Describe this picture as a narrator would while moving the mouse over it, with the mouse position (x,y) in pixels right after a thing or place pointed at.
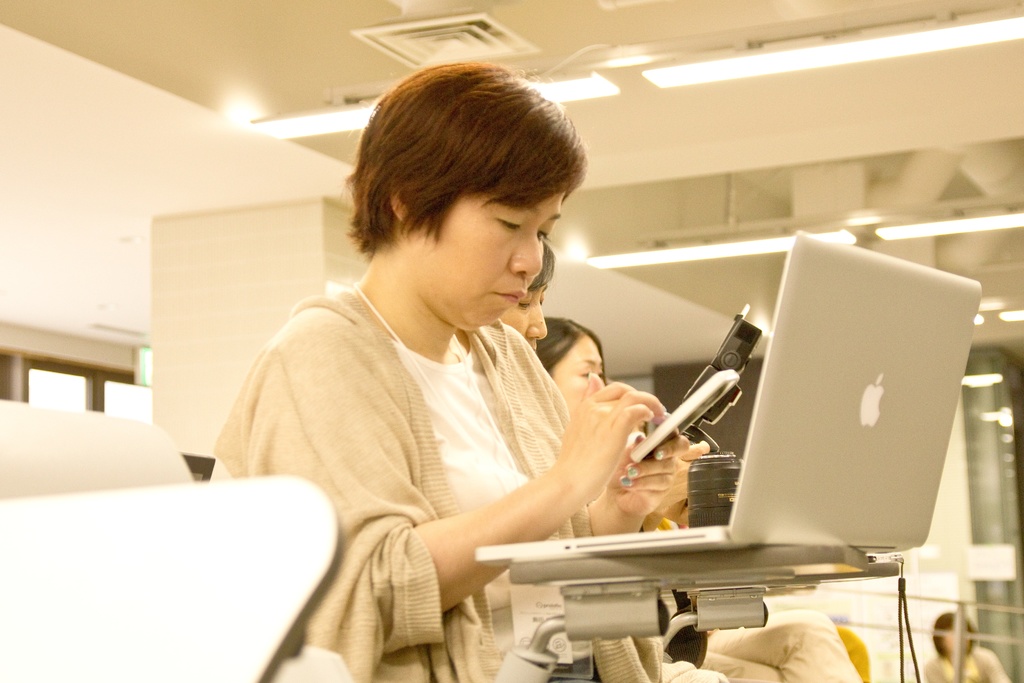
In this image there are people (510,535) sitting. There is a laptop (877,377). There are chairs (62,514). There is a wall (919,641). There is roof (323,54) with lights (771,58).
